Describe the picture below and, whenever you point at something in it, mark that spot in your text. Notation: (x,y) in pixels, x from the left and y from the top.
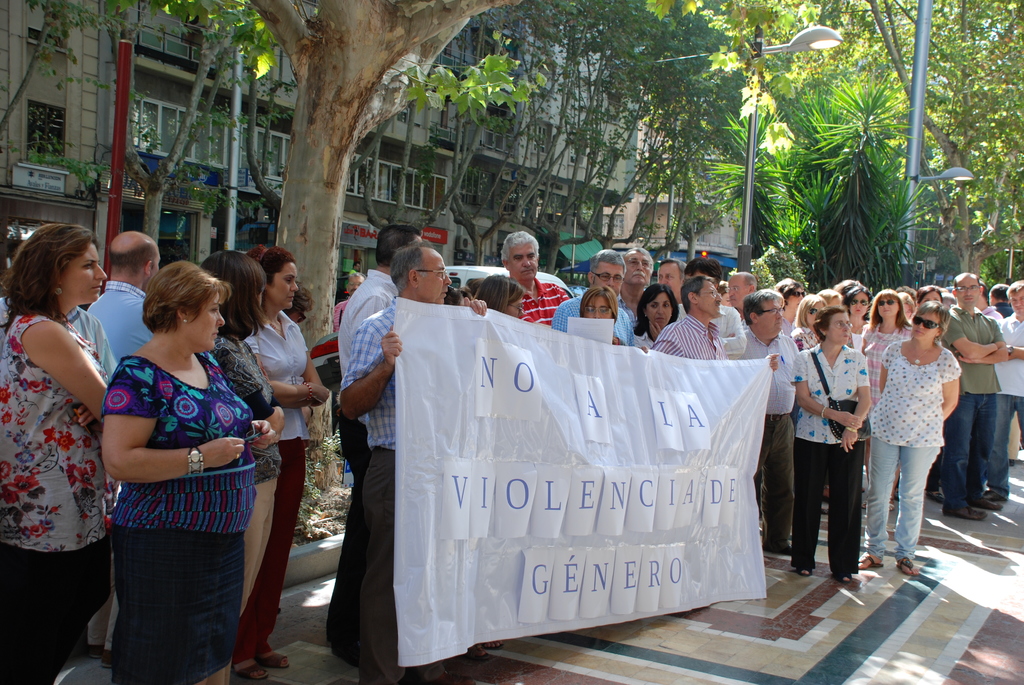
In this image, we can see a group of people (991,410) are standing on the platform (894,651). Few people (766,504) are holding banner (540,466), some objects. Background (70,112) there are so many trees (761,234), poles (909,156) with light (956,175), buildings (567,170), railings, glass (388,189), walls (81,125), hoardings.
